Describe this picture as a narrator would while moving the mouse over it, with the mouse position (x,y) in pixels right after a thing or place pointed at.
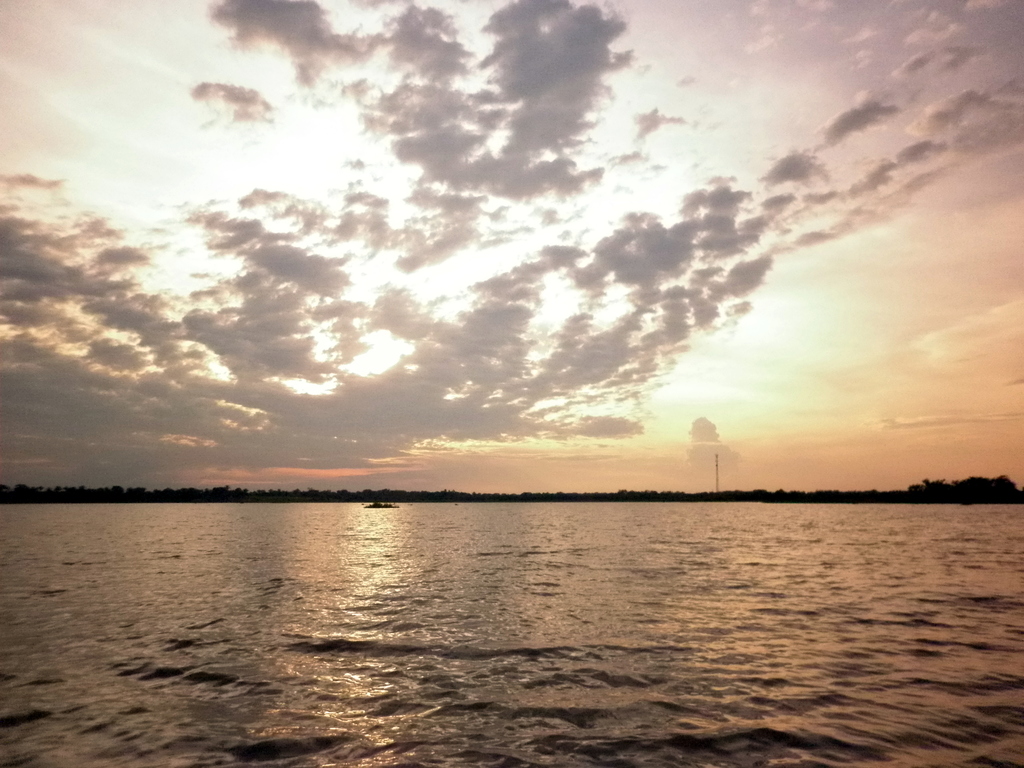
On the bottom (967,612) we can see river (507,552). In the background (671,498) we can see many trees (788,499) and there is a tower (716,452). on the top (466,188) we can see sky (766,111) and clouds (508,172).
